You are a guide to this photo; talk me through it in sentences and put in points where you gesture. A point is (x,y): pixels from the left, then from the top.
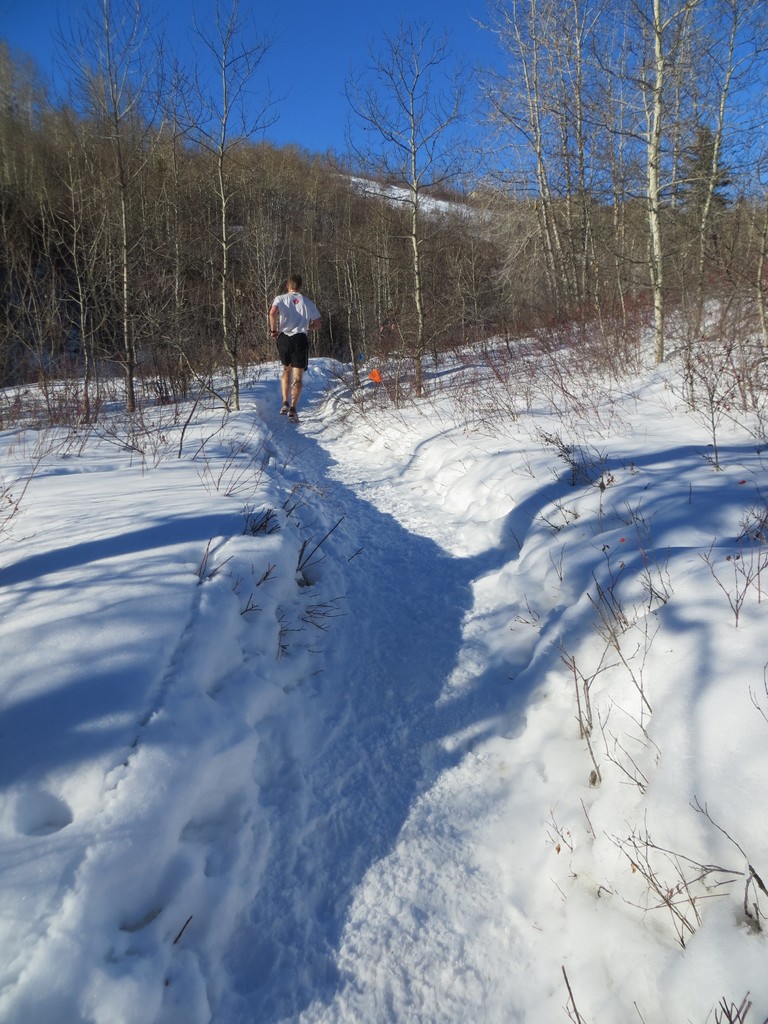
In this picture, we can see a person (293,402) running on the ground (335,471), and the ground (328,519) is covered with the snow (471,857), we can see dry plants (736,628), trees (536,206), mountain (388,193) and the sky (379,62).
